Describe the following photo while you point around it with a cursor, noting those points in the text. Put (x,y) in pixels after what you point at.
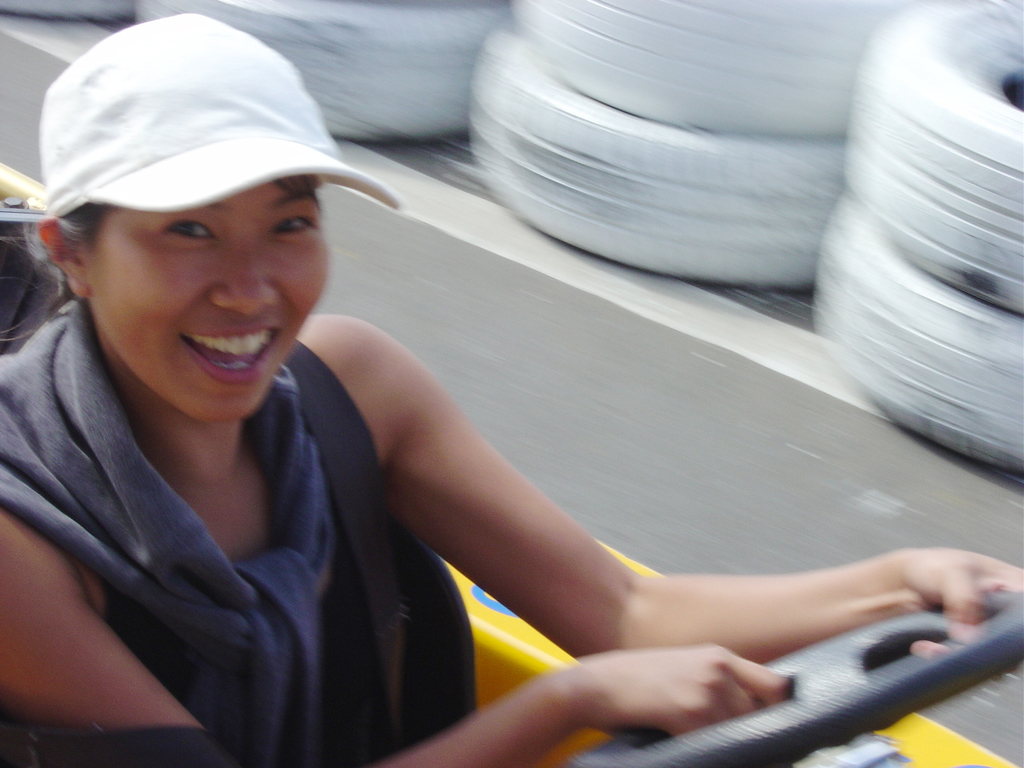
In the picture we can see a woman (270,206) sitting in a sports car (896,749) and holding a steering (925,659) and she is with white cap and smiling and beside her we can see some tires (983,379) which are white in color.
